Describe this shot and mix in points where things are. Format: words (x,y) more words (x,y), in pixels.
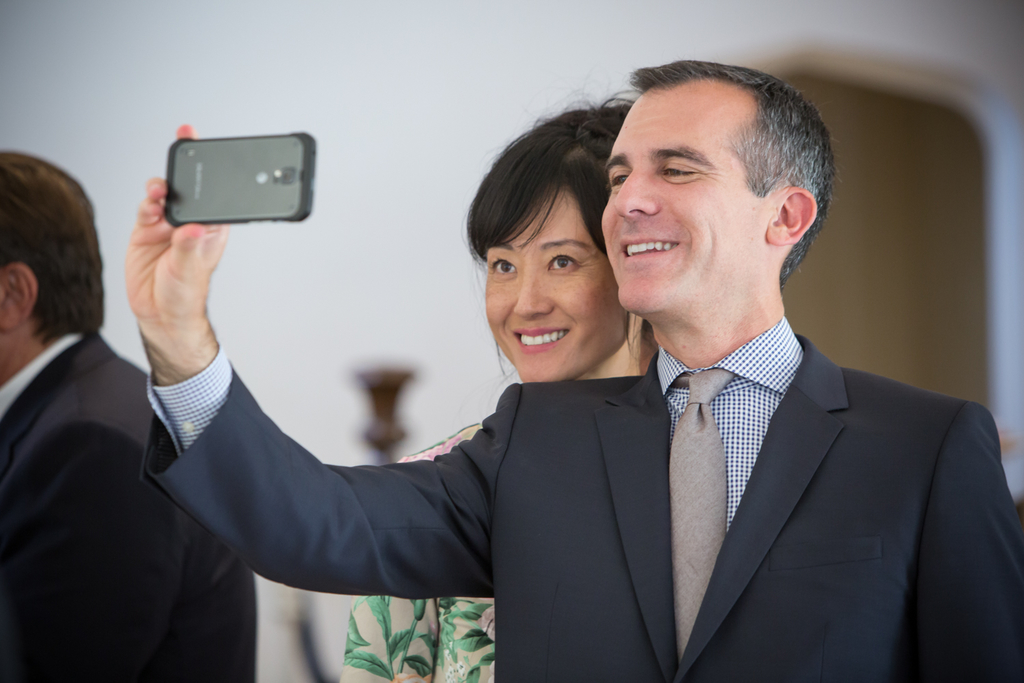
In this image I can see a person (754,506) wearing shirt (724,402), tie (683,494) and blazer (816,520) is standing and holding a cellphone (185,201) in his hand (201,246). I can see a woman (611,317) wearing white and green colored dress (408,625) is standing behind him. To the left side of the image (15,423) I can see another person (111,402) and in the background (435,89) I can see the white colored wall (453,123) and few other objects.
